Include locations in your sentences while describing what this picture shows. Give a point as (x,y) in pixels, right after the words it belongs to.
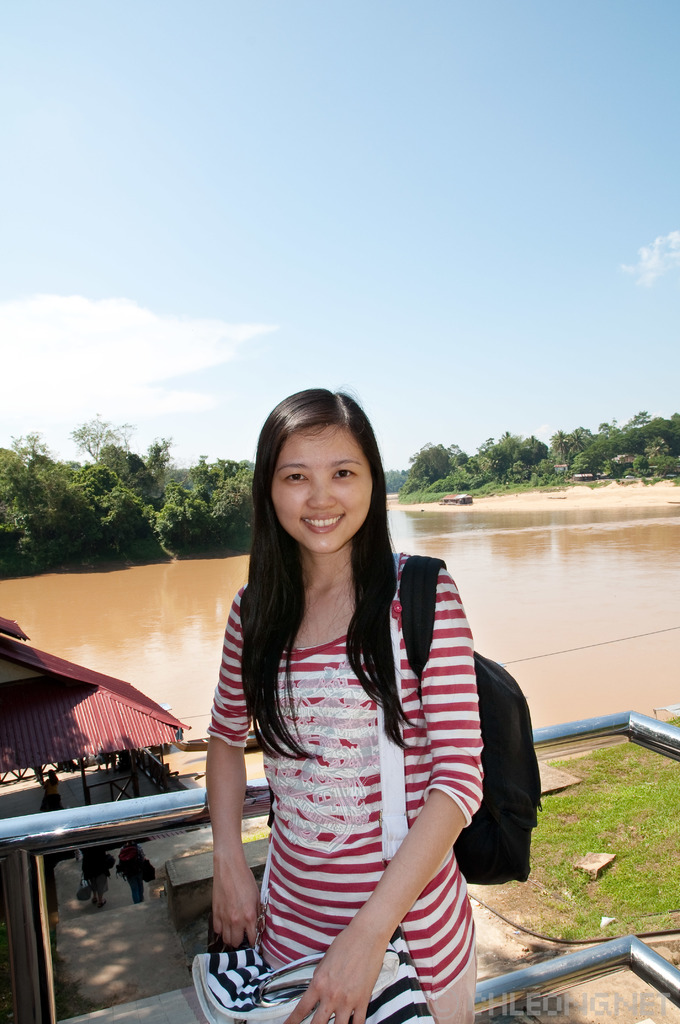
In this image I see a girl (371,594) who is standing and I see that she is smiling and I see that she is wearing white and red color dress (353,715) and she is wearing a bag (488,774) and I see the railing (134,817). In the background (668,801) I see the grass (575,789) and I see the path (162,937) over here and I see few more people (102,862) over here and I see the water (165,571). I can also see number of trees (608,449) and I see the clear sky (320,206) and I see the watermark (662,997) over here.
